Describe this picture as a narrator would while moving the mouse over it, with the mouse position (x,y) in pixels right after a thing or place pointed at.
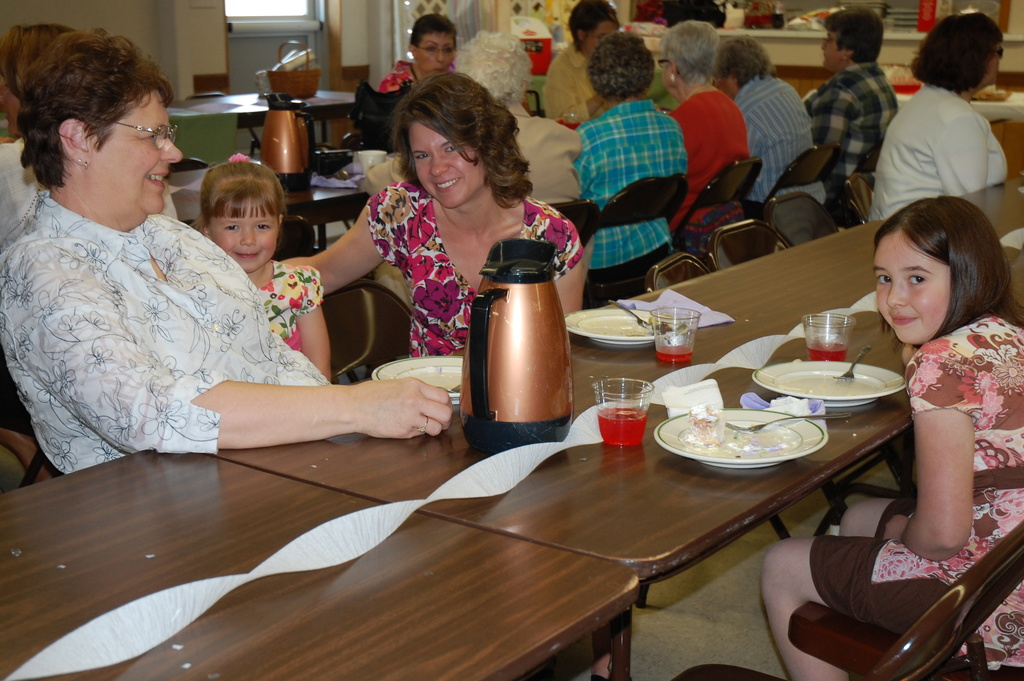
In the image we can see there are lot of people (398,247) who are sitting on chair (665,195). On the table (731,479) there are plates (740,435) in which there are food item (705,433) and in the glass (633,393) there are juice (618,414) and there is a flask (521,370) on the table (358,587).
